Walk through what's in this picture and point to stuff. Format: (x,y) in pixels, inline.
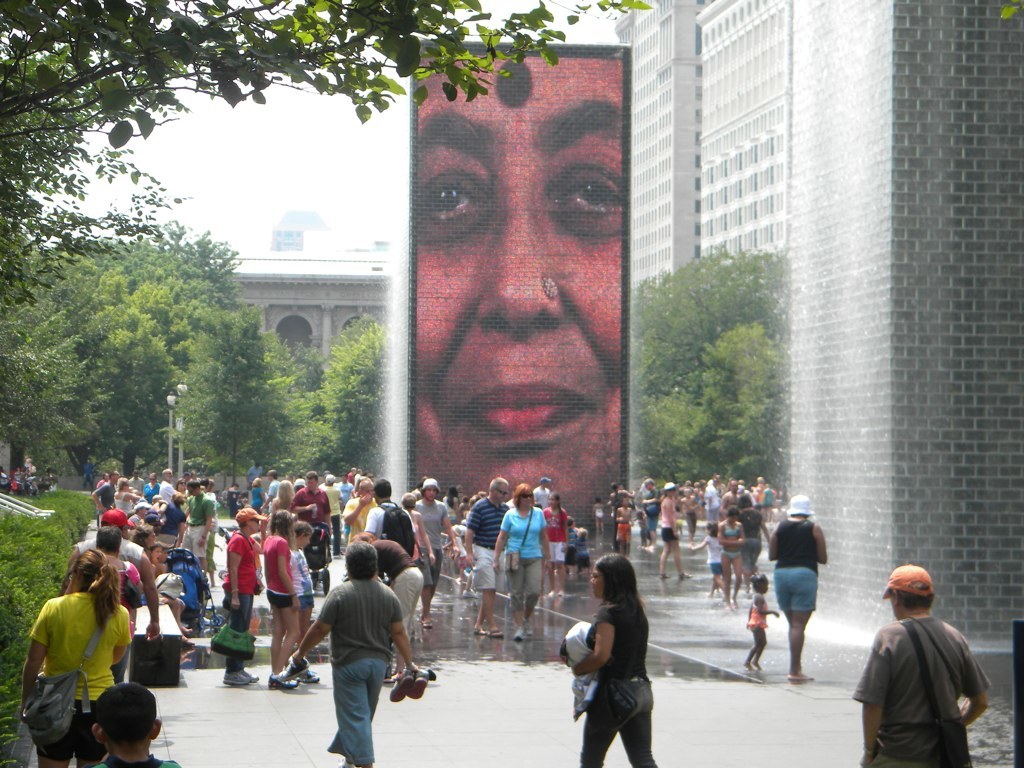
In this image we can see people (911,671). In the background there are buildings (263,298) and we can see a fountain (399,494). There is a board (462,377) and we can see trees (731,361). There are poles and we can see the sky (261,156). There is water (444,594).
